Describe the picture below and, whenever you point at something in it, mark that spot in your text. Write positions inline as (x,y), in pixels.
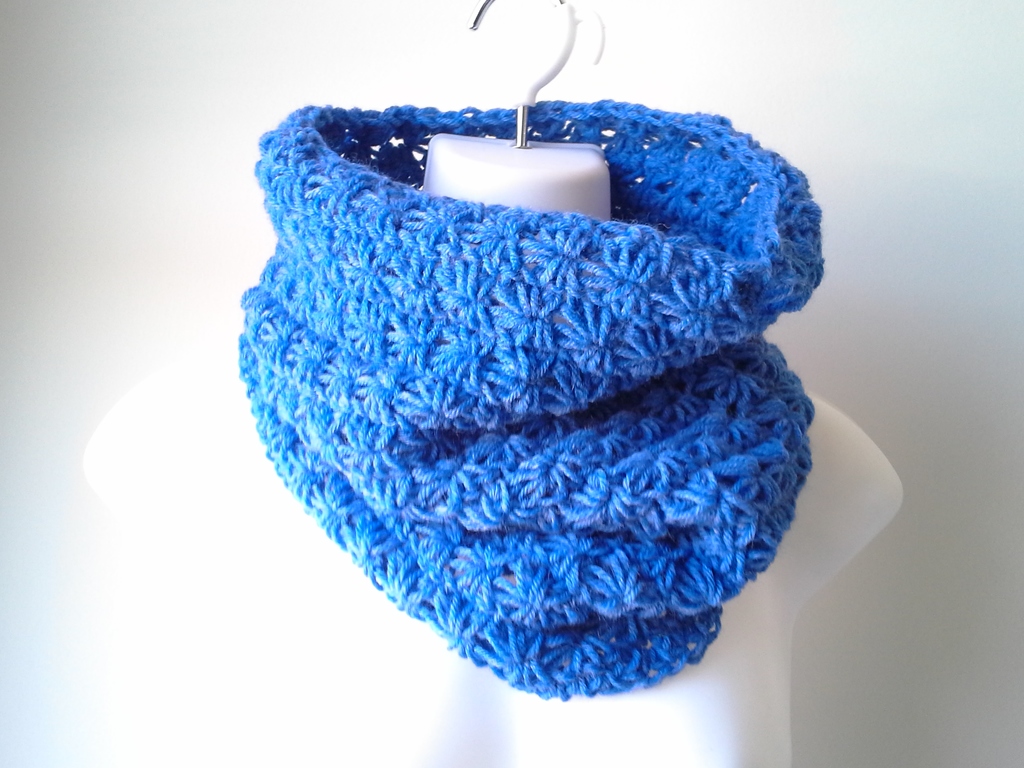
This image consists of a cloth (514,457) made up of wool (474,509). And we can see a hanger (519,727) in white color. In the background (57,733), there is a wall (1020,751). And the cloth (504,478) is in blue color.
